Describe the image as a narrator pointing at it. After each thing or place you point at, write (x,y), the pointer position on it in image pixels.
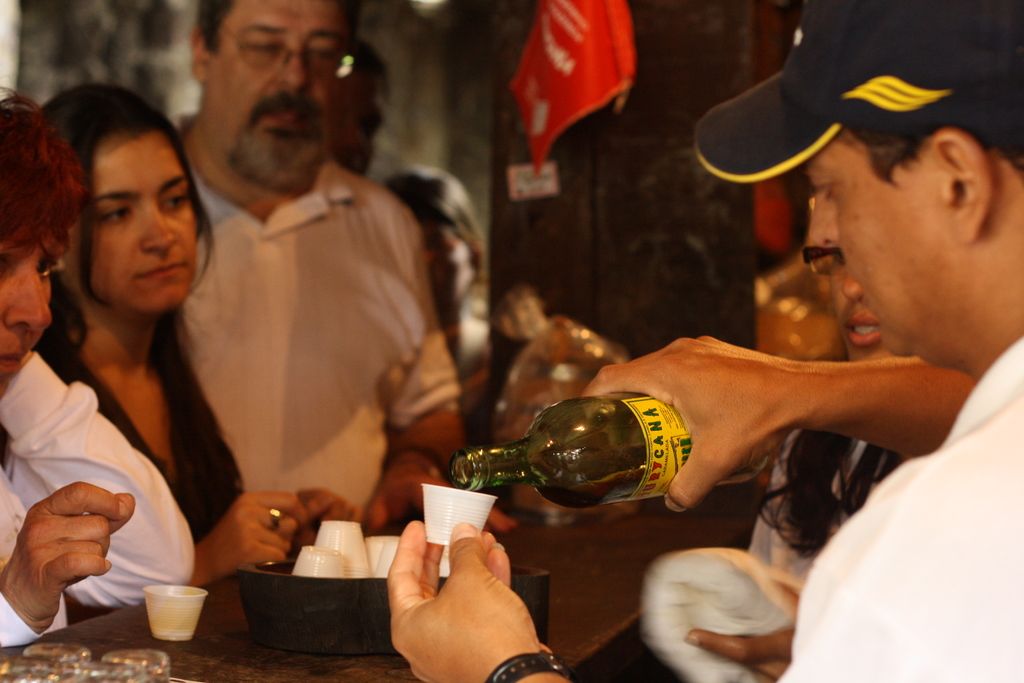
In this picture we can see some persons (967,42). He is holding a bottle (646,445) and pouring drink (476,492) into the glass (484,512). And this is table (613,562).
